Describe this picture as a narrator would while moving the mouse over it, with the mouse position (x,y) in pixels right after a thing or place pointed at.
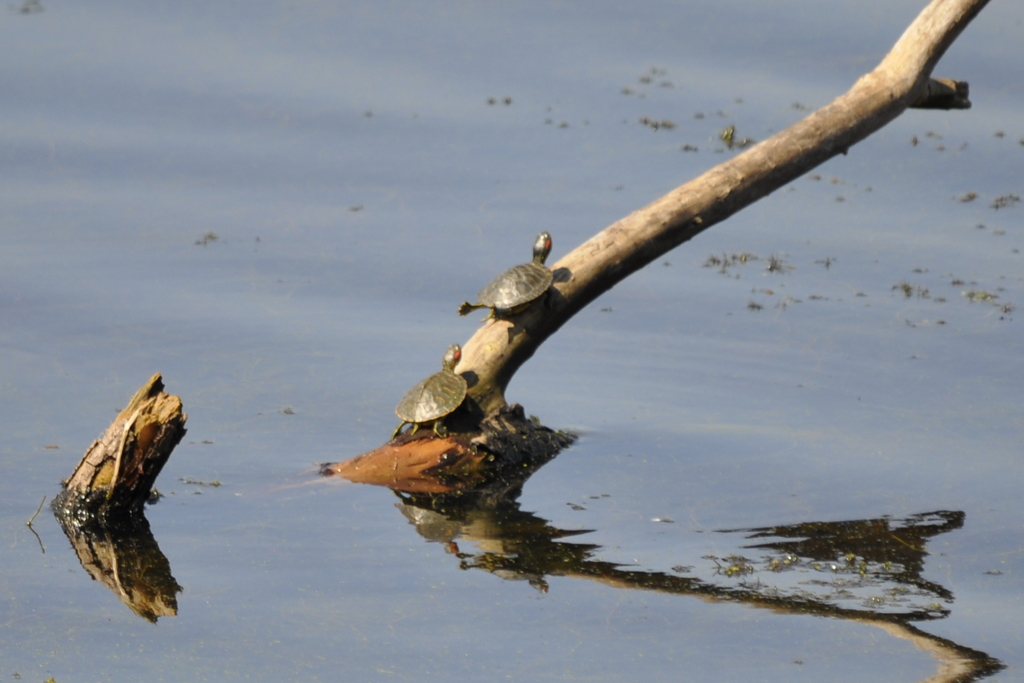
In this image, we can see tortoises (498,314) on the stick (619,230) and at the bottom (648,480), there is water (669,453).
